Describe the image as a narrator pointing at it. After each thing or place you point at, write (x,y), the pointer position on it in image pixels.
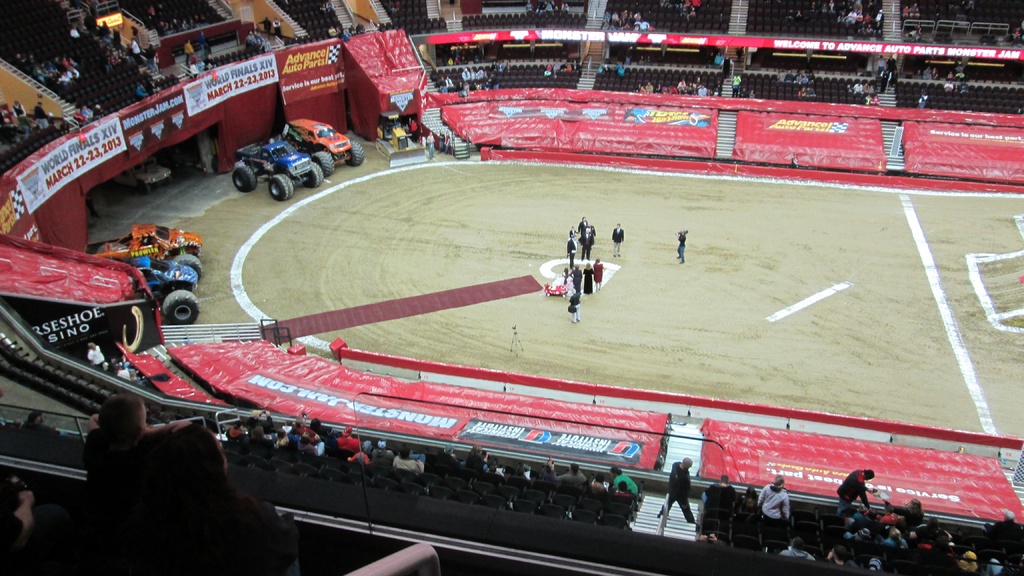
This is aerial view image of a play field (915,195) with few people (588,273) standing in the middle (590,238) and monster trucks (194,283) on the left side (313,151), there are many people (746,507) sitting on the chairs (796,6) and looking at the play field (653,185).
